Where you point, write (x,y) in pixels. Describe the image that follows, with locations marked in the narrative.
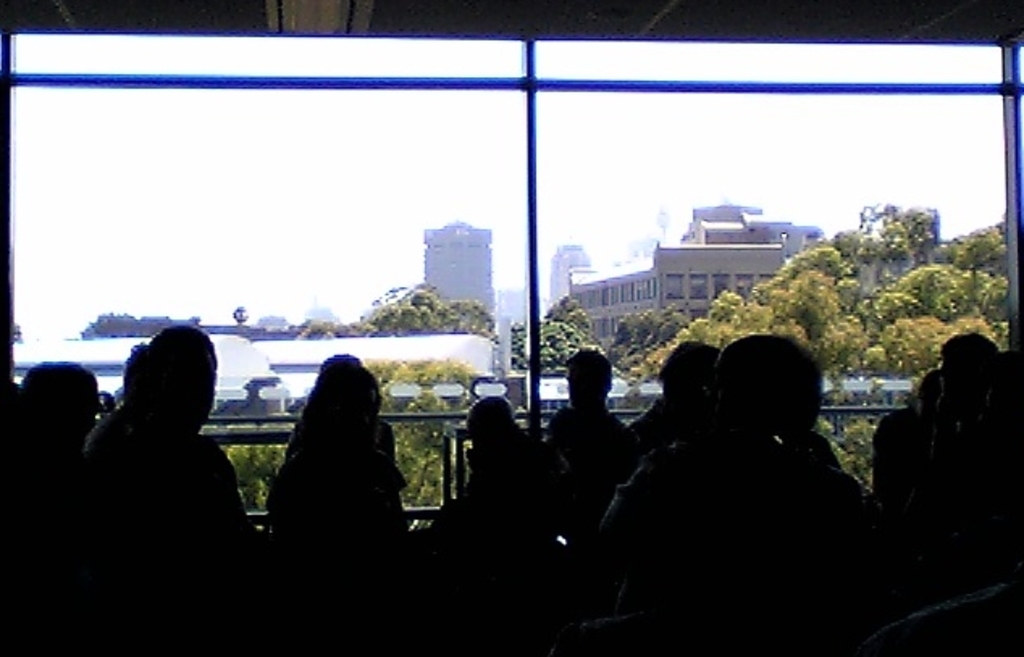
In this image there are people (494,438). Behind them there is a glass wall (594,254). From the glass wall (395,437) trees (899,353) and buildings (569,263) are visible. Top of the image (418,142) there is sky (676,172).
